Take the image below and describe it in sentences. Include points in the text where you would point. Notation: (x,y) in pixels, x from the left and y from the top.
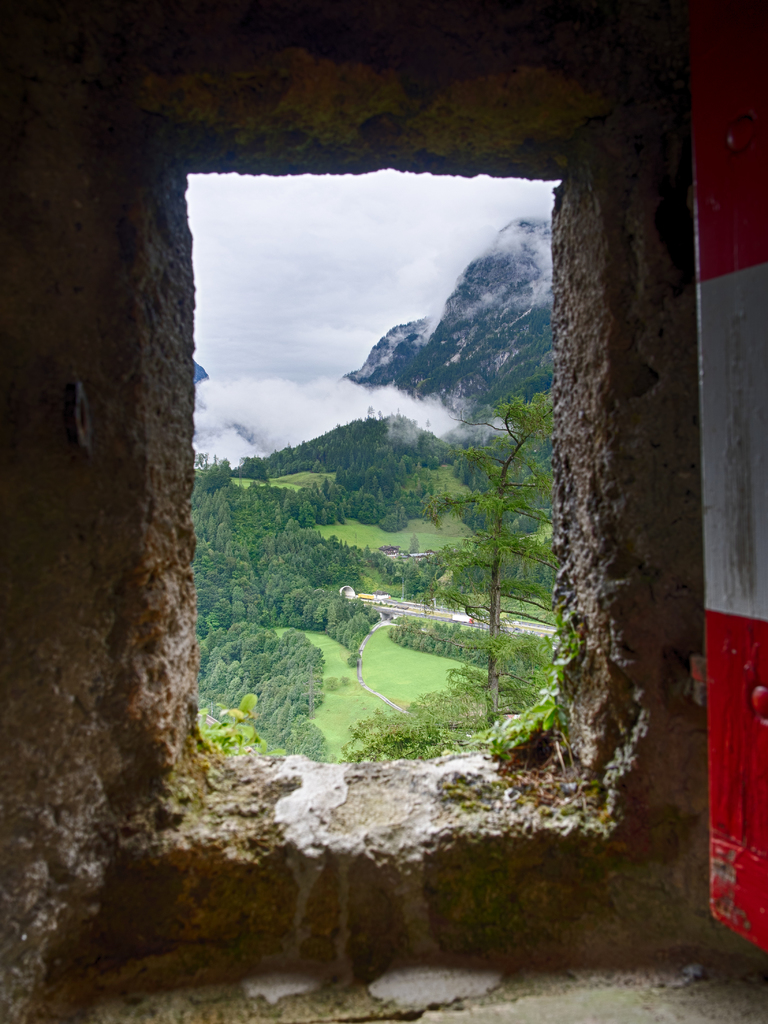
In this image, we can see a wall (171,940). Right side of the image (756,796), we can see a white and red color object (750,622). Background (505,648) we can see hills (539,355), trees (218,562), plants (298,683) and sky (342,406).
